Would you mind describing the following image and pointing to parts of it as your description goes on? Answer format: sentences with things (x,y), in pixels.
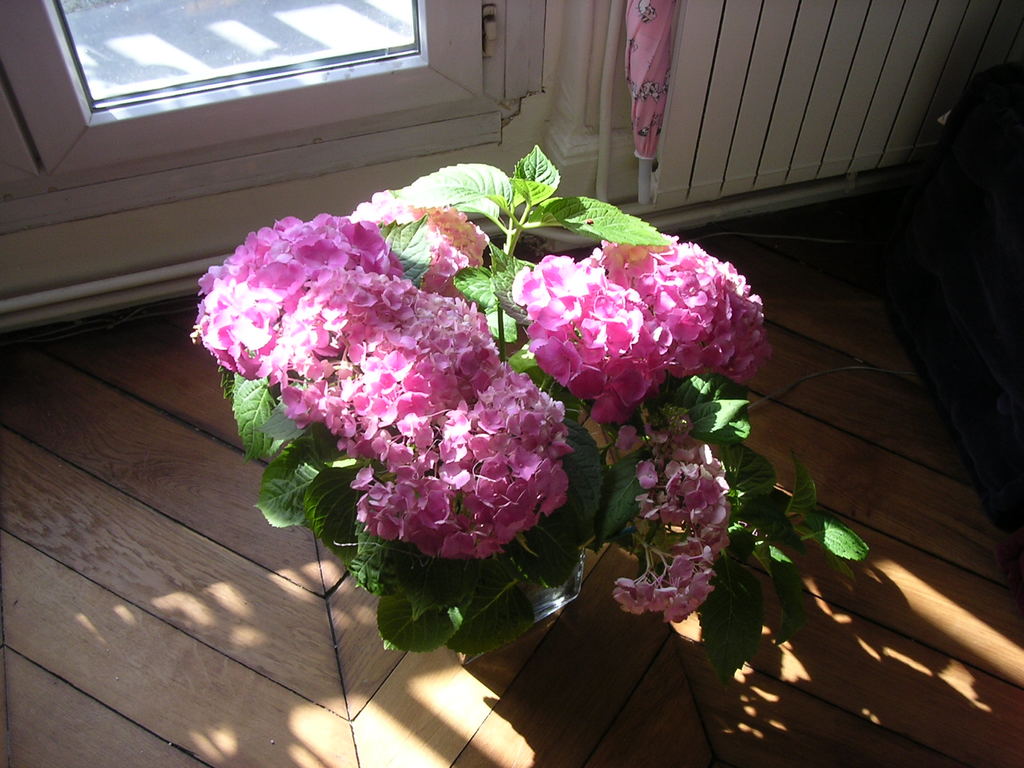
As we can see in the image there is a window (260,136), wall (35,320), an umbrella (633,77), plant (422,361) and flowers (389,453).
